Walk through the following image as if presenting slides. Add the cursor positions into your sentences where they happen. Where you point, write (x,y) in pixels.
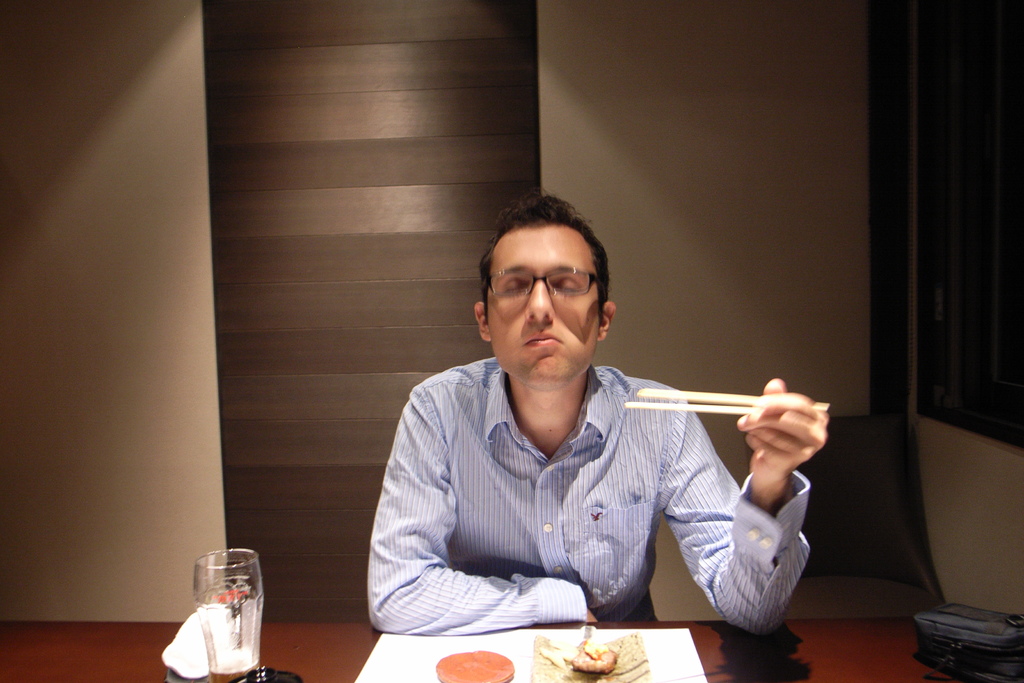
In this image i can see man (499,409) sitting there is food (578,671), glass (250,600) on a table (275,646) at the background (250,361) i can see a wall (168,359).
